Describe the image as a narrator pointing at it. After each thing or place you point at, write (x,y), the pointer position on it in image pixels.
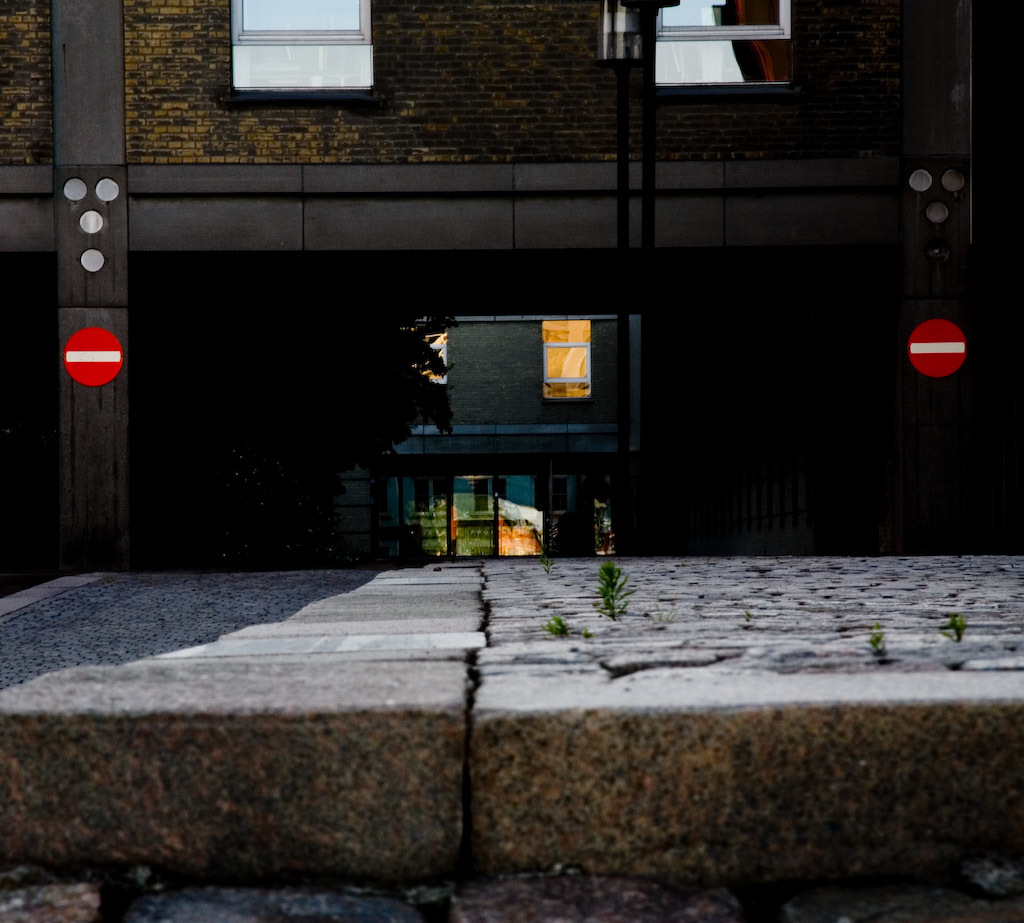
In the image we can see some sign boards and building (158,418) and trees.
